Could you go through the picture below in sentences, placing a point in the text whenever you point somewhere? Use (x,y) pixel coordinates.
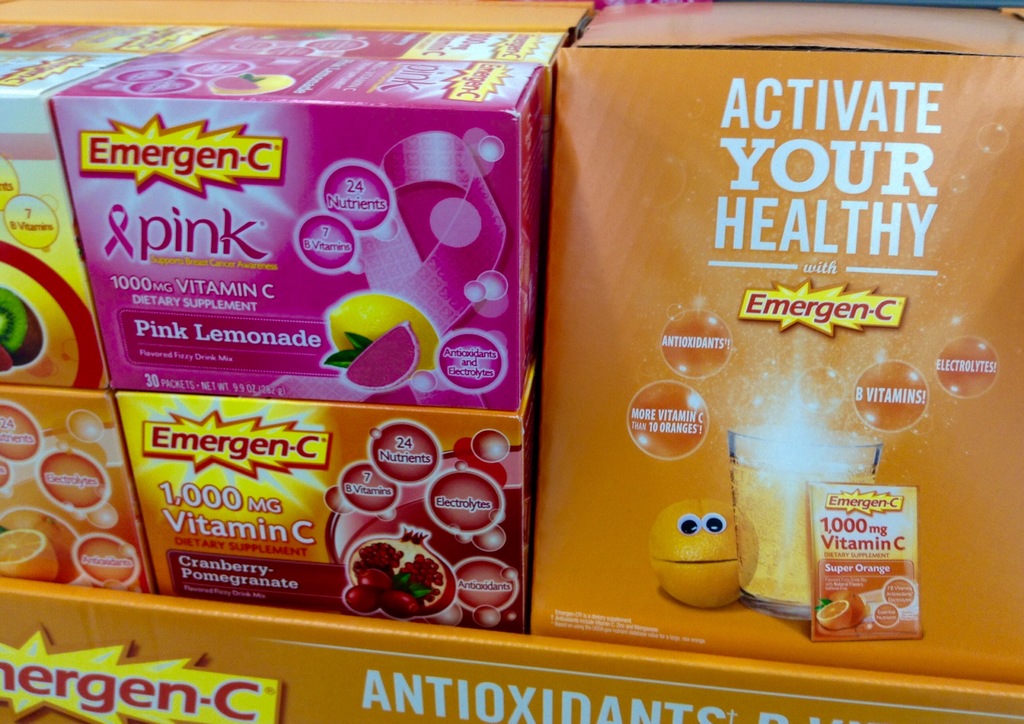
In this image we can see food packets (426,270) on the rack (470,646).
